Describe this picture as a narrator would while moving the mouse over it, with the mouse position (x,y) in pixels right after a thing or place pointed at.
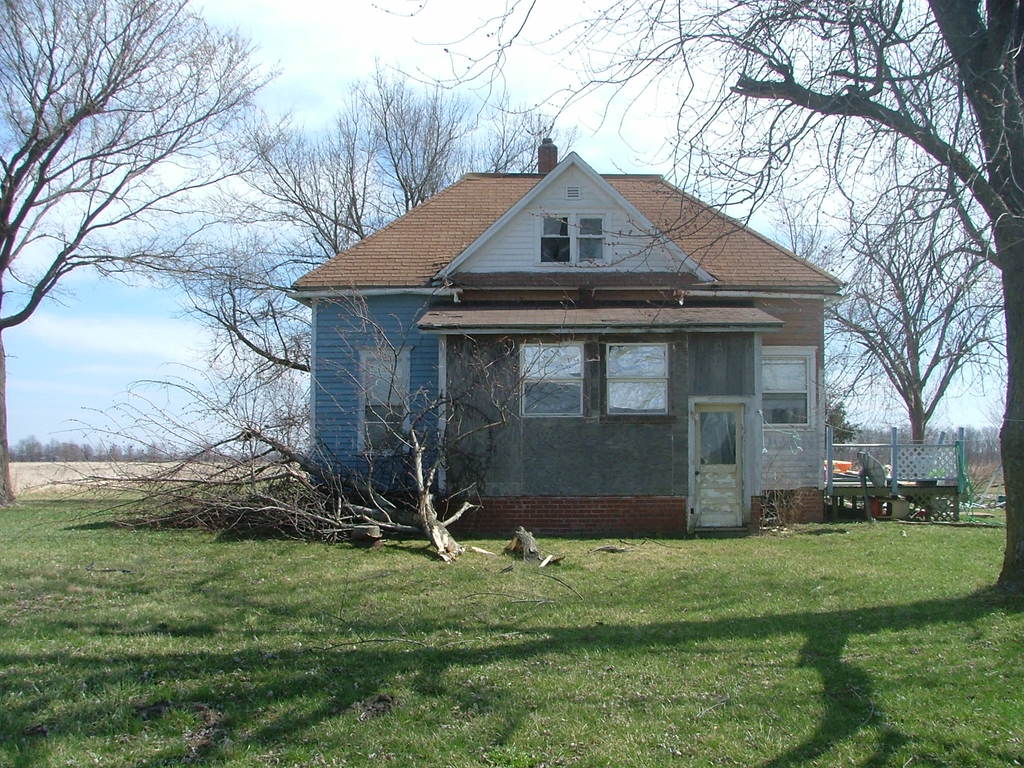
Here we can see a house (676,369). This is grass (507,672) and there are trees (1022,385). In the background (329,54) we can see sky (144,328).
